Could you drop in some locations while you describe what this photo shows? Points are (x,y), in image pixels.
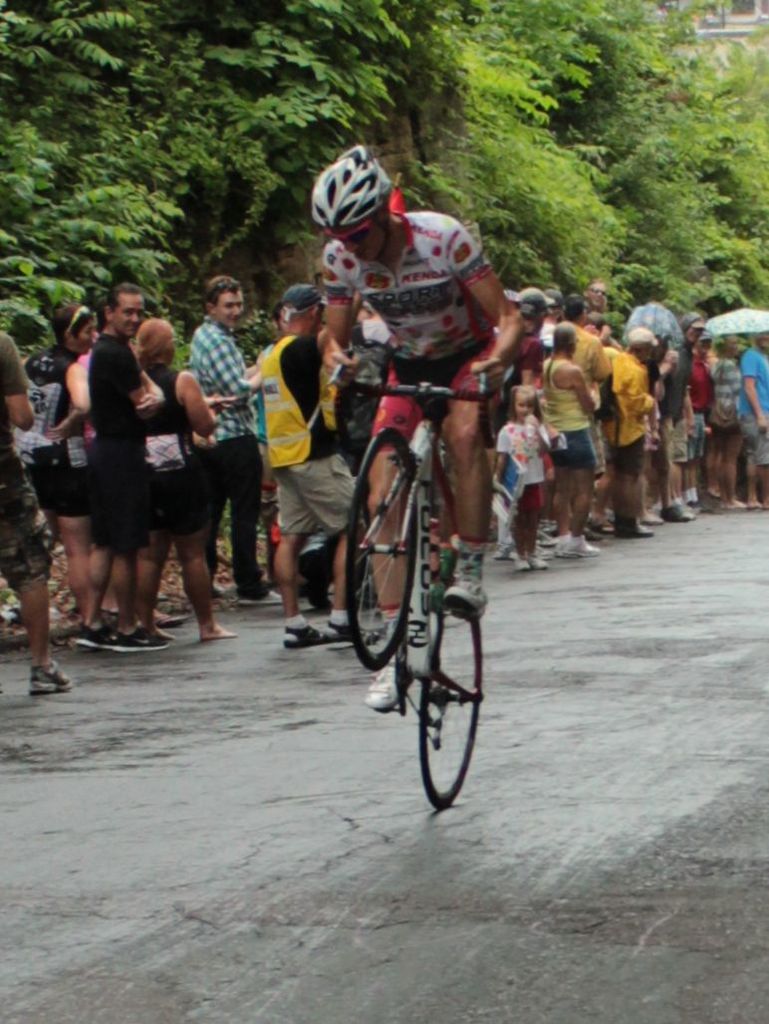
This is a picture of a person (480,459) who is riding a bicycle (351,545) and behind him there are some people (141,348) standing in the line in opposite direction and beside them there are some trees (392,79).
